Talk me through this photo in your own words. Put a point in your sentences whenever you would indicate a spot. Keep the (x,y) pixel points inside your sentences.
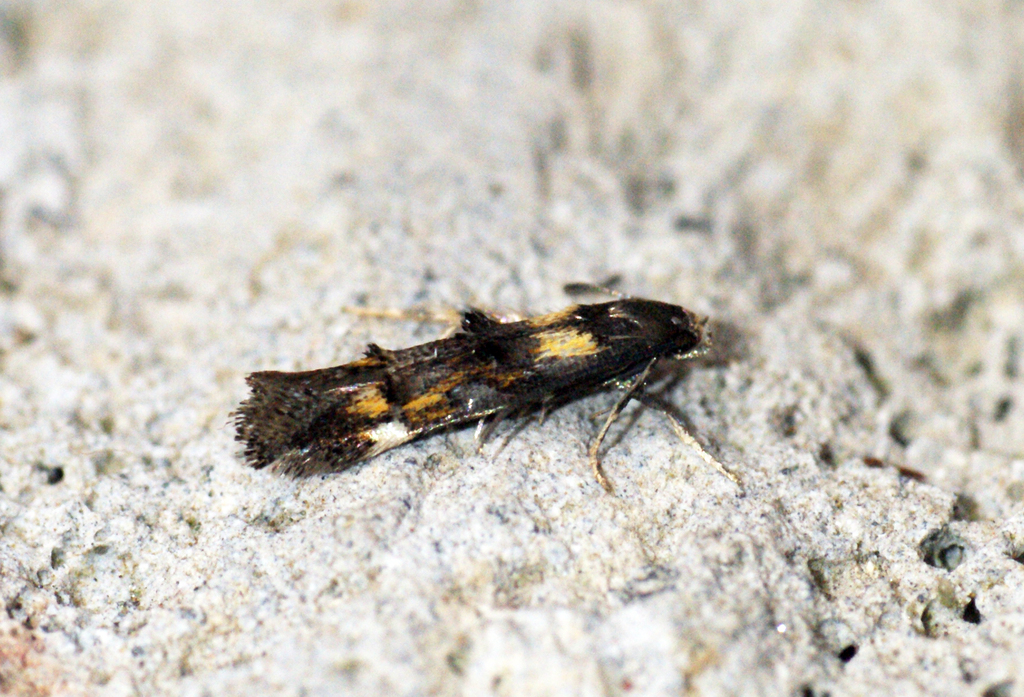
This picture shows a insect (463,385). it is brown and black in color.
